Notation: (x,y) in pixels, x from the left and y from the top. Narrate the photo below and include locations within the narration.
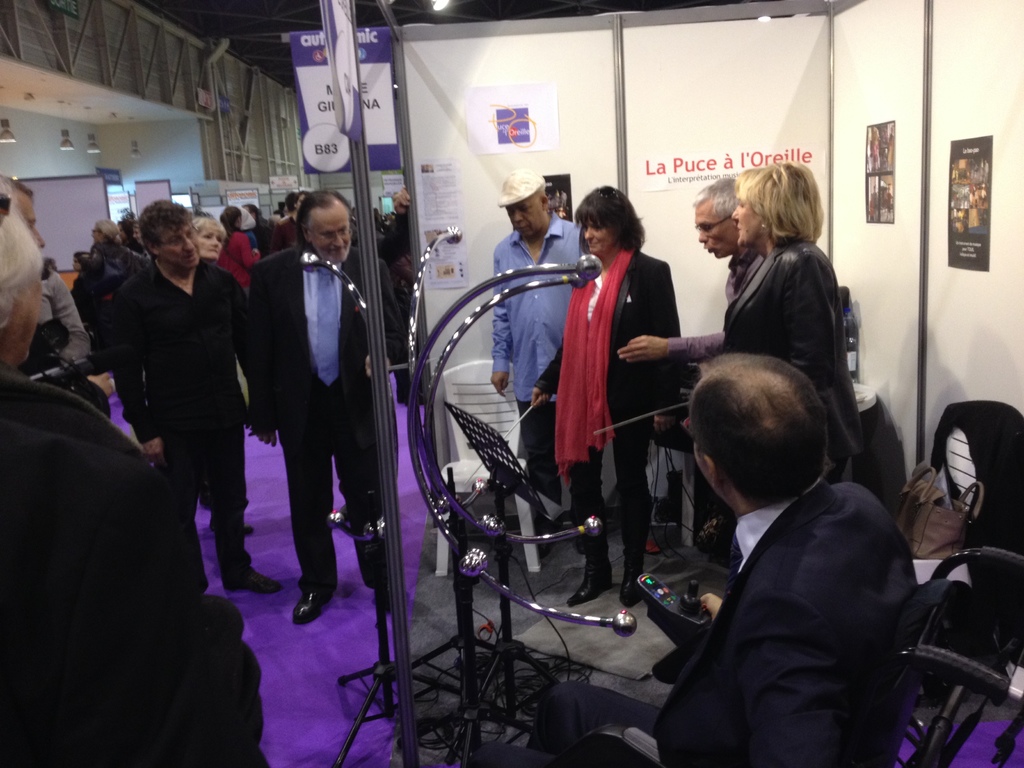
In this image we can see boards (985,167) with some text (962,246), people (525,207), chairs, lights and stand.
